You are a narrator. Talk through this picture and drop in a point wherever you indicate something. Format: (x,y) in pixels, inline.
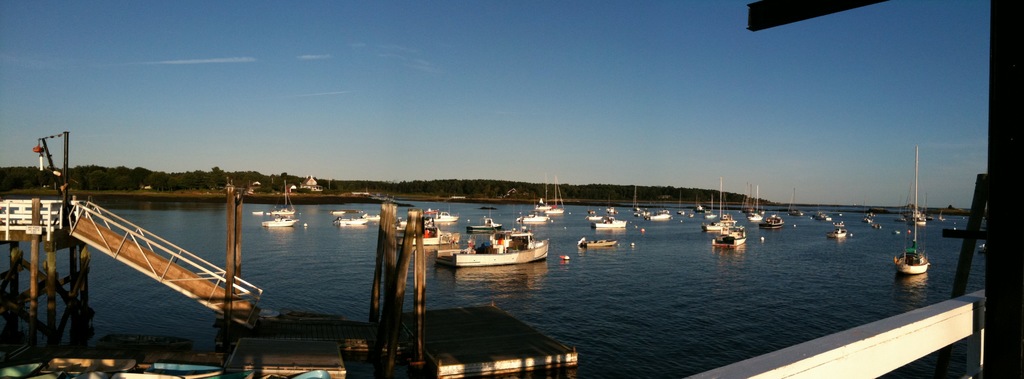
In the foreground of this image (471,333), there is the dock (428,350) and many ships (713,215) and boats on the water (704,264), trees (658,195), sky (444,106) and the cloud (225,59).
